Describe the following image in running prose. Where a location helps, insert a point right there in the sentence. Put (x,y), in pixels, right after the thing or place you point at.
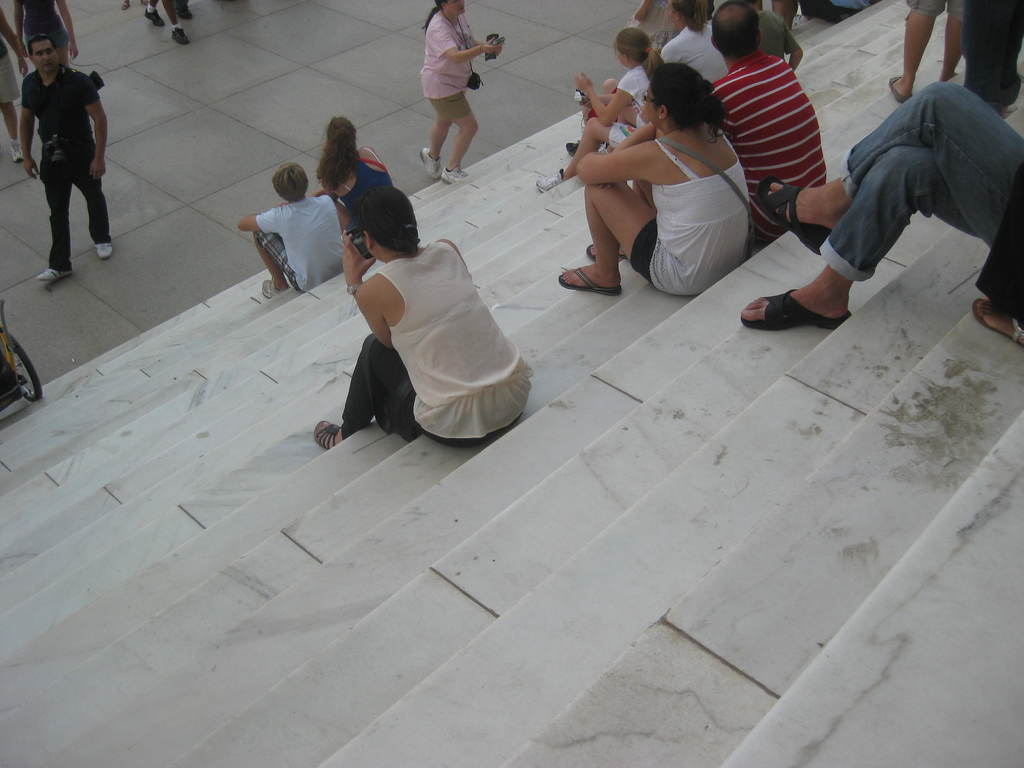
At the top of the image (354,67) we can see persons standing on the floor (367,82). At the bottom of the image (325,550) we can see persons (475,399) sitting on the steps (290,602).
